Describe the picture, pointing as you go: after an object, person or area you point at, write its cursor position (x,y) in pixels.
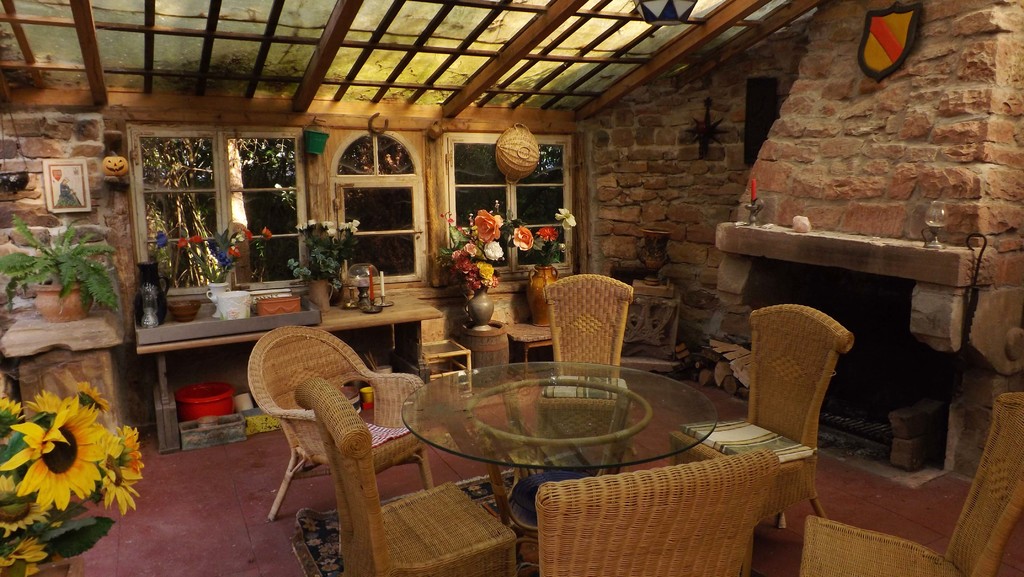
In this image there is a table (547,414), there are chairs (790,343), there are flower pots (474,298), there are plants (102,269), there are flowers (560,256), there are objects (316,307) on the table (350,309), there is a window (419,205), there is a wall (779,121), there are objects (873,33) on the wall (11,153), there is a glass (941,245), there is a stand (757,218), there is a candle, there are objects (221,406) on the ground (283,463), there is an object (673,20) towards the top of the image (684,13), there is the roof (433,42) towards the top of the image (341,53).
